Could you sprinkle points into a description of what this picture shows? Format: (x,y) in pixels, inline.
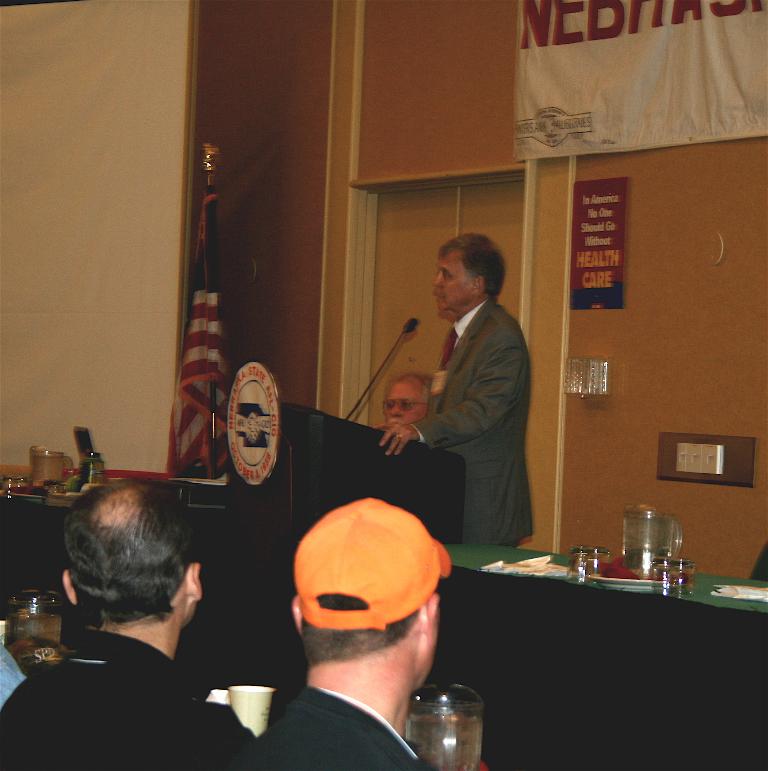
This image consists of a man (444,423) talking in a mic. At the bottom (351,730), there are many persons (156,624). In the background (539,158), there is a wall (198,169) along with door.
